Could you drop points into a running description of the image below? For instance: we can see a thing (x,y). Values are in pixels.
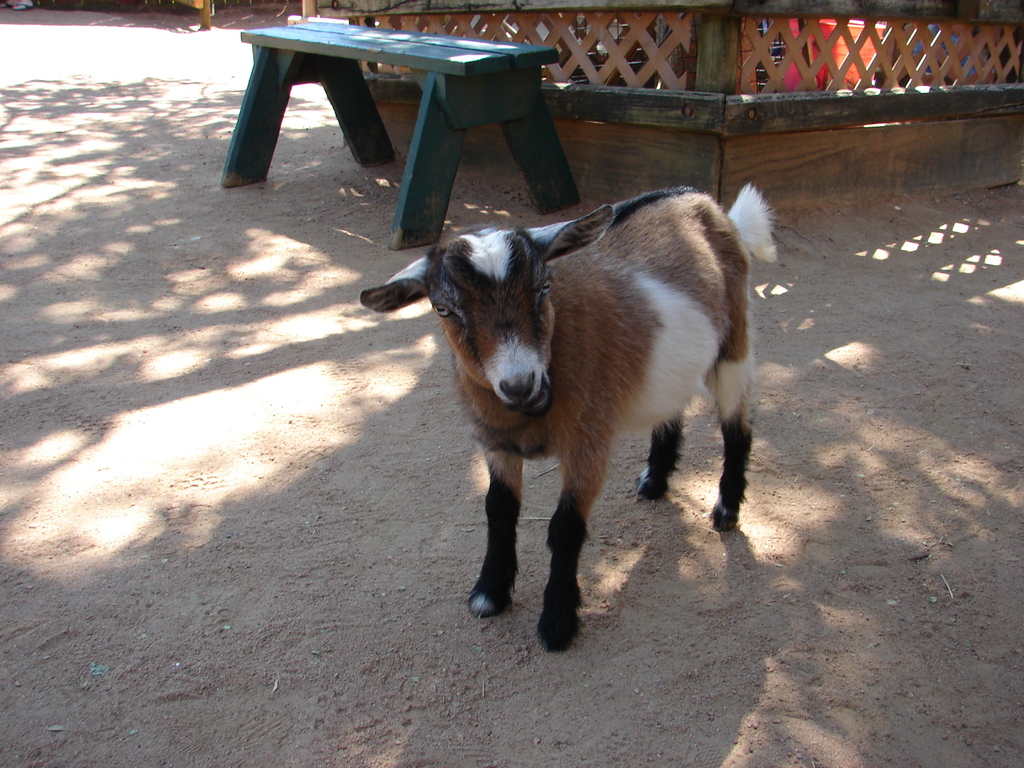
In this image In the middle (569,364) there is a goat (542,389) it is staring at something. In the background (532,177) there is a bench (361,86) and wooden house (634,120).
